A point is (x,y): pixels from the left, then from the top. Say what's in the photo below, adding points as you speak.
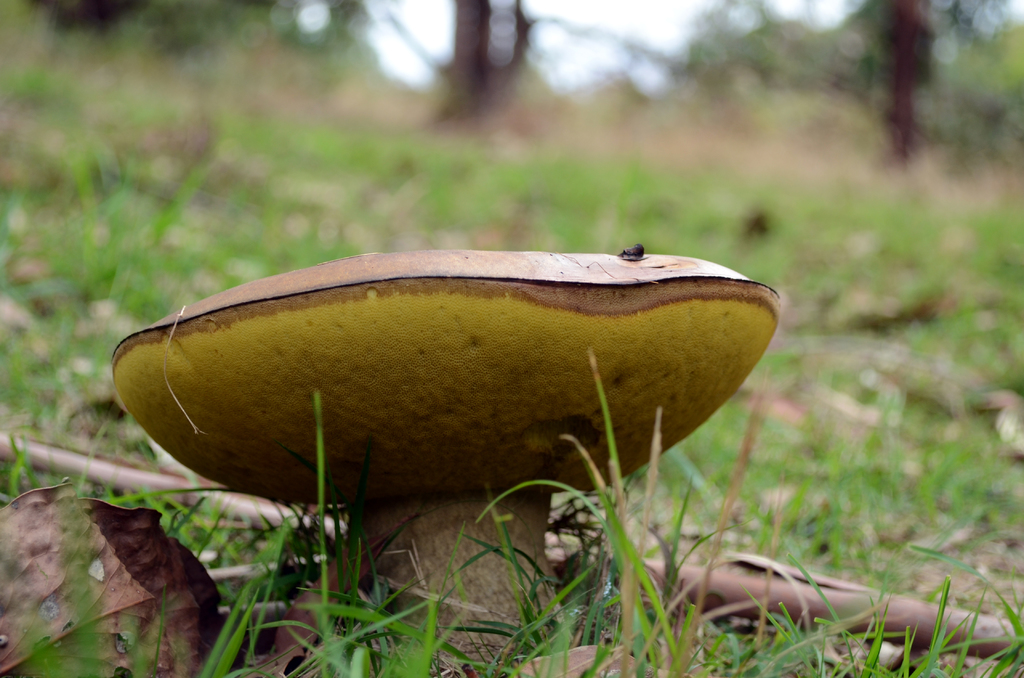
In this image we can see a mushroom (510,432). We can also see some grass (0,482) and the sky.
